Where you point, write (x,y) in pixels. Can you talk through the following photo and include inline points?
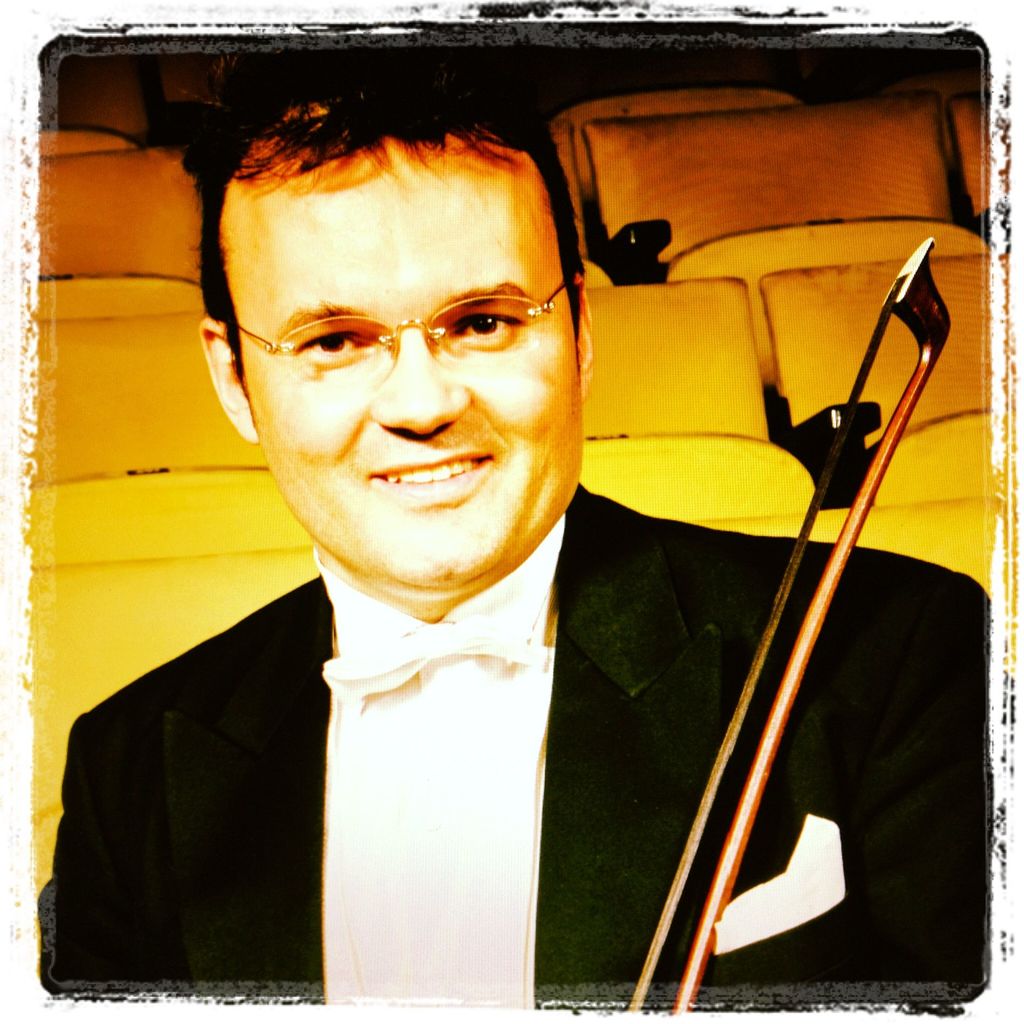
This is an edited image with the borders (627,46). In the foreground (615,688) there is a person (258,830) wearing suit (586,780) and we can see an object (925,306). In the background (856,442) we can see the chairs (686,354).
